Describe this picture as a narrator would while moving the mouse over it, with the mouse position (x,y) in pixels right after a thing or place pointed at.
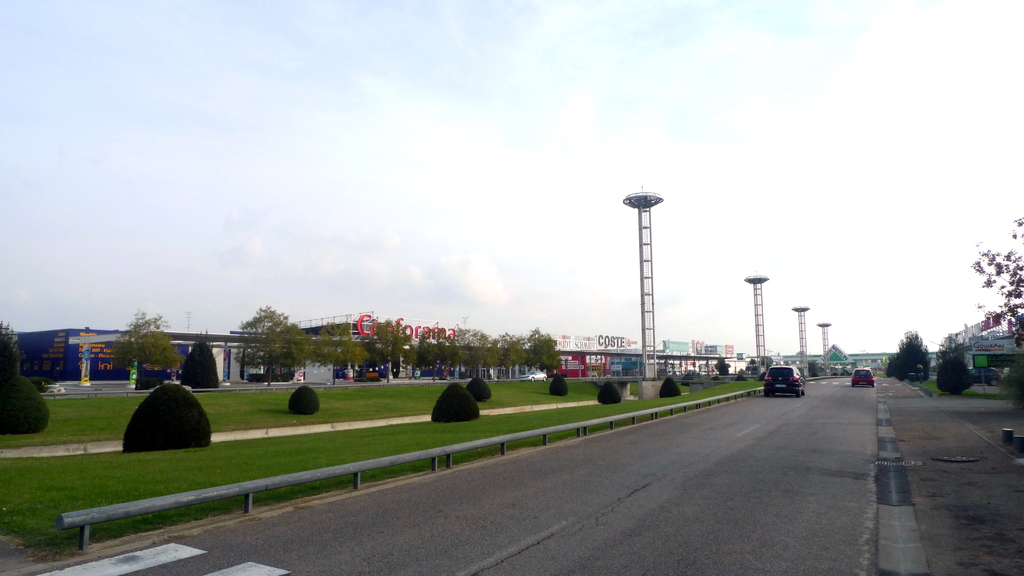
In this image we can see motor vehicles (774,377) on the road (415,557), ground (307,466), bushes (205,362), barriers (261,482), buildings (383,374), name boards (367,336), towers (643,222), trees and sky (585,160) with clouds (531,167).
